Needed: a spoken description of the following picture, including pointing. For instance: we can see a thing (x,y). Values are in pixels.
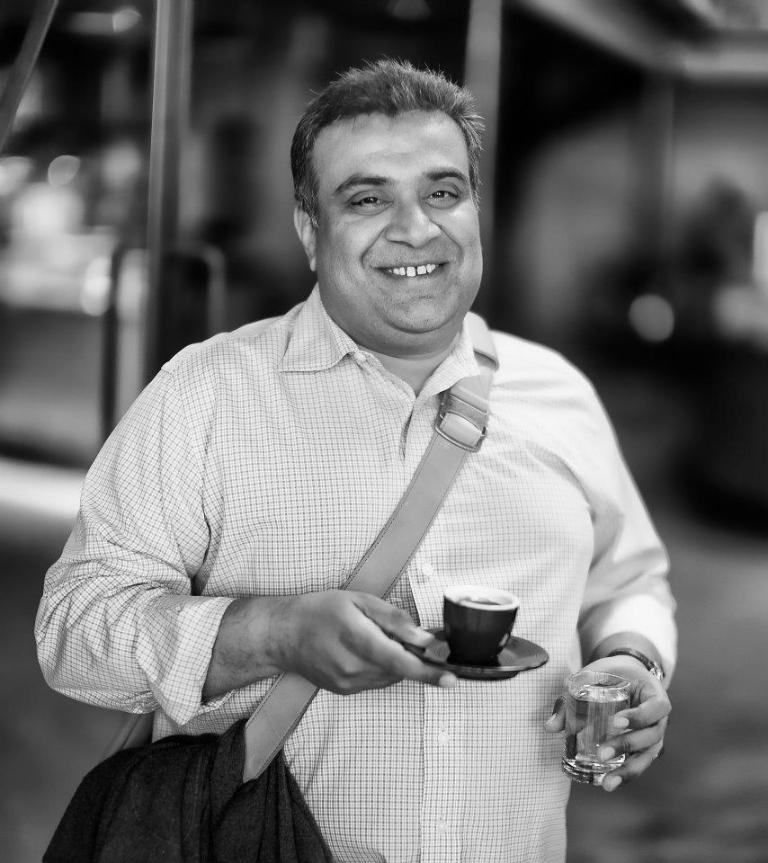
In the image we can see there is a man (440,353) who is standing and holding glass (606,726) and cup (480,637) and saucer (460,677) and the image is in black and white colour.
